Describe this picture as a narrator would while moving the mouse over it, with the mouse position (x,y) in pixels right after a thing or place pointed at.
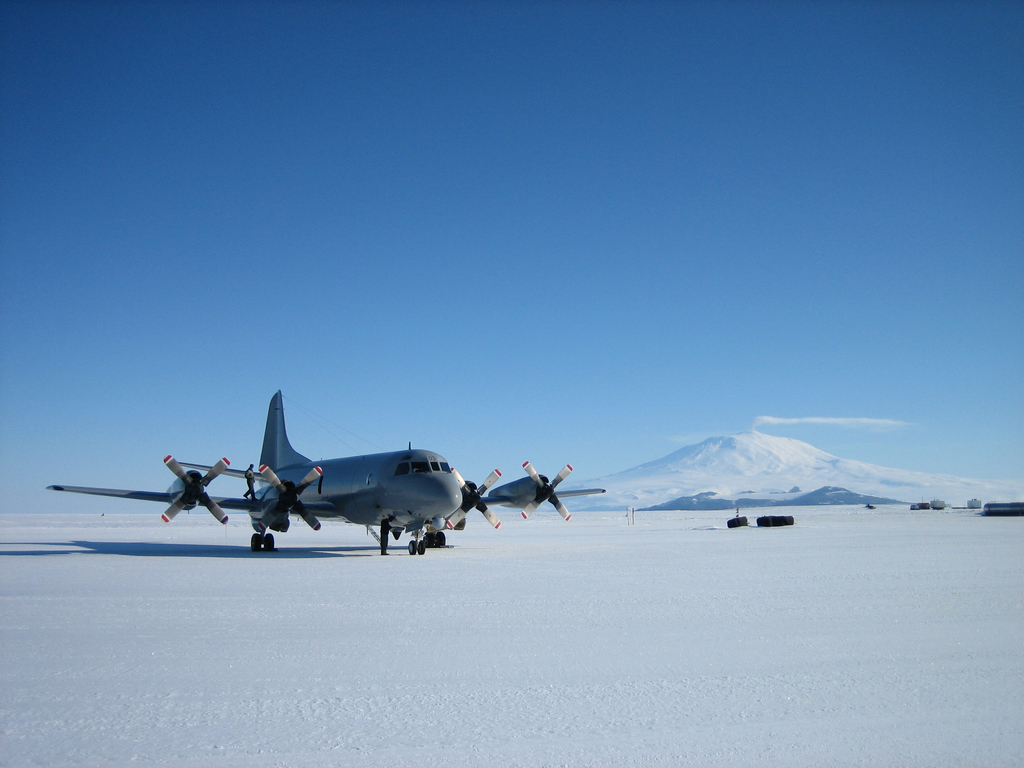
This is an outside view. At the bottom (479,714), I can see the snow (440,717). On the left side (186,482) there is an aeroplane (327,501) on the ground (490,567). In the background (723,456) there is a mountain (764,445). At the top of the image (467,137) I can see the sky (376,64) in blue color.
